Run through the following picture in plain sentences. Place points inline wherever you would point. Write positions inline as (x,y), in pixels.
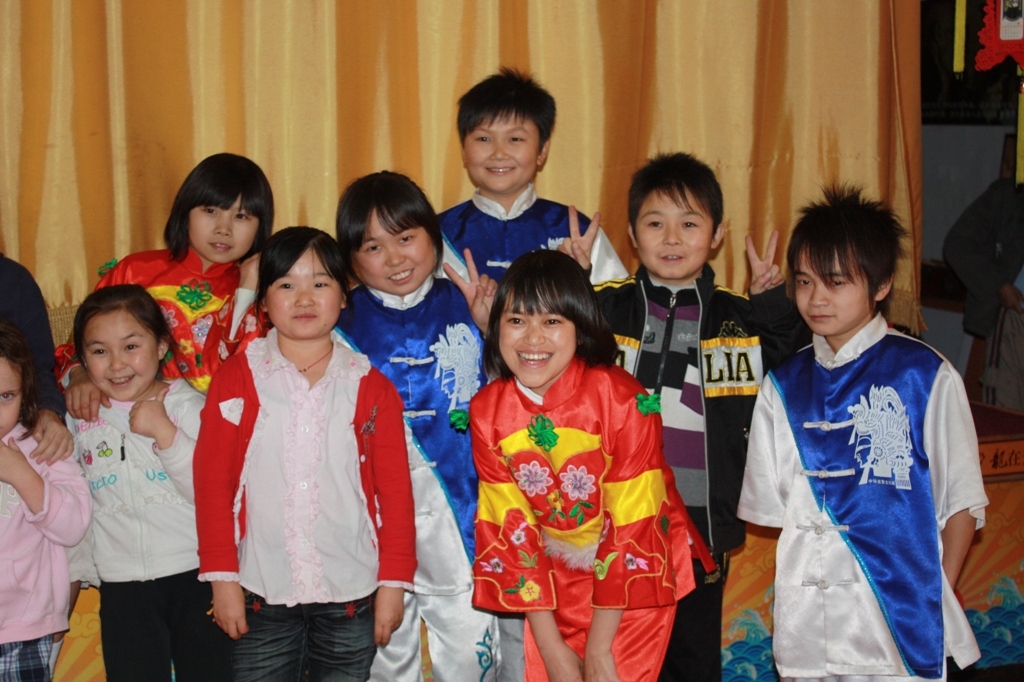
In this picture I can see there are few kids (487,390) standing and smiling. They are wearing different colors of dresses (334,485). In the backdrop (176,118) I can see there is a curtain (801,112) and a wall (967,135), on the right side (1021,59) there is a frame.
